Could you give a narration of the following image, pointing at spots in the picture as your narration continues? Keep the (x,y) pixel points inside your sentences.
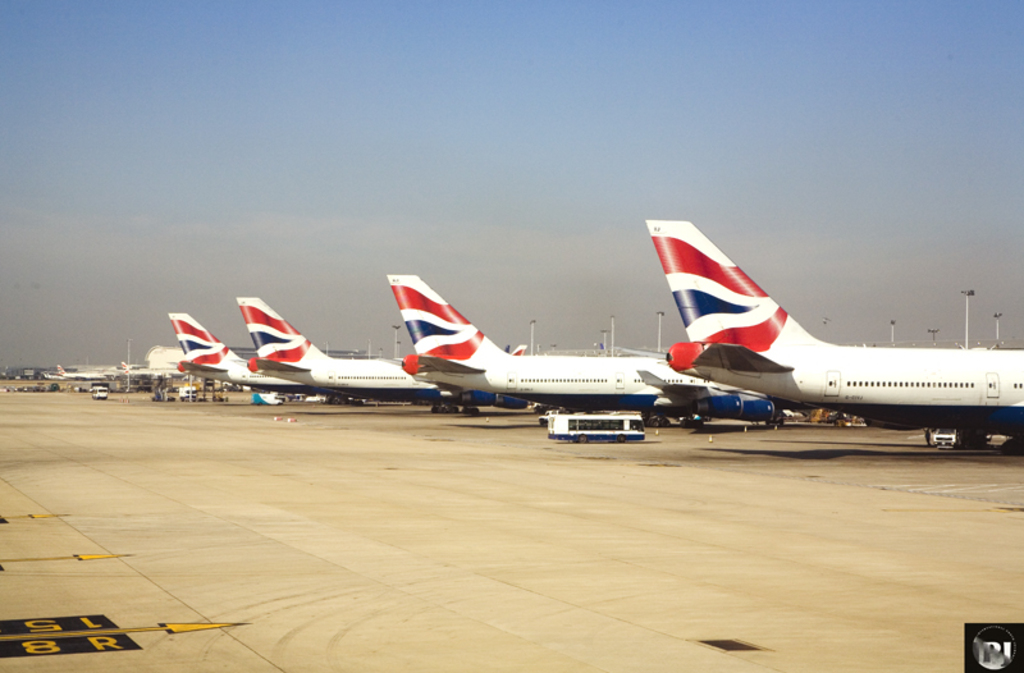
In this image we can see so many aircrafts (983,391), some vehicles (950,436), so many poles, so many objects (35,388) on the surface (296,425), one person (928,434) is standing and some text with a sign (37,631) on the floor (39,636). At the top (368,193) there is the sky (371,180).
